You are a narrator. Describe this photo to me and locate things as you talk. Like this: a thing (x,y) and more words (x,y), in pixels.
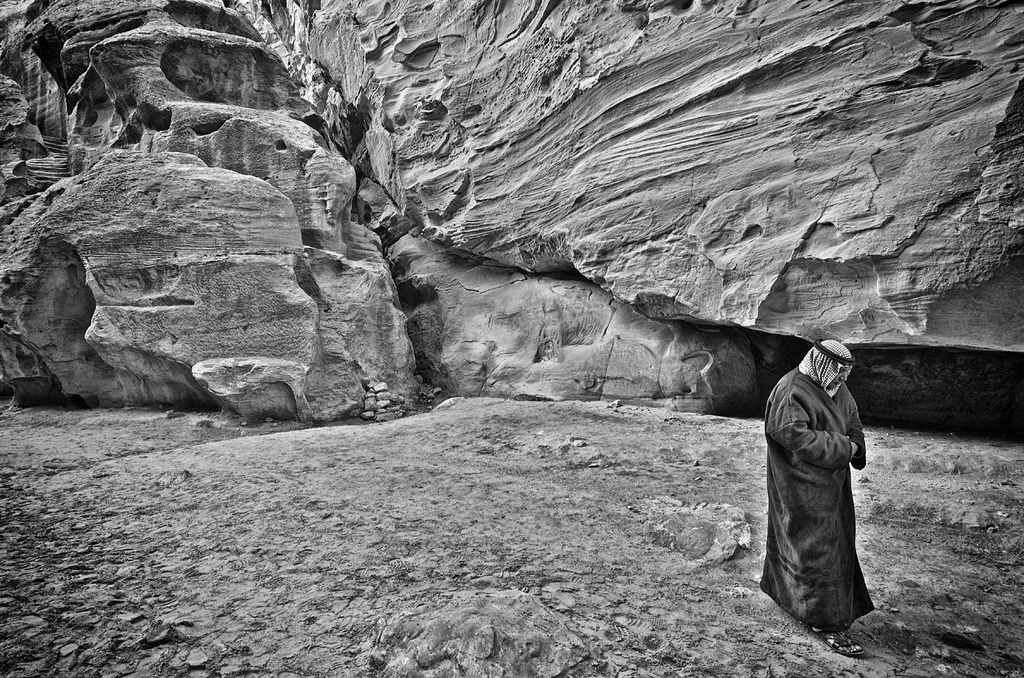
In this picture I can see there is a man (826,641) walking and he is wearing a black coat (833,441) and there are rocks (244,146) and mountains (593,198) in the backdrop (907,408).
